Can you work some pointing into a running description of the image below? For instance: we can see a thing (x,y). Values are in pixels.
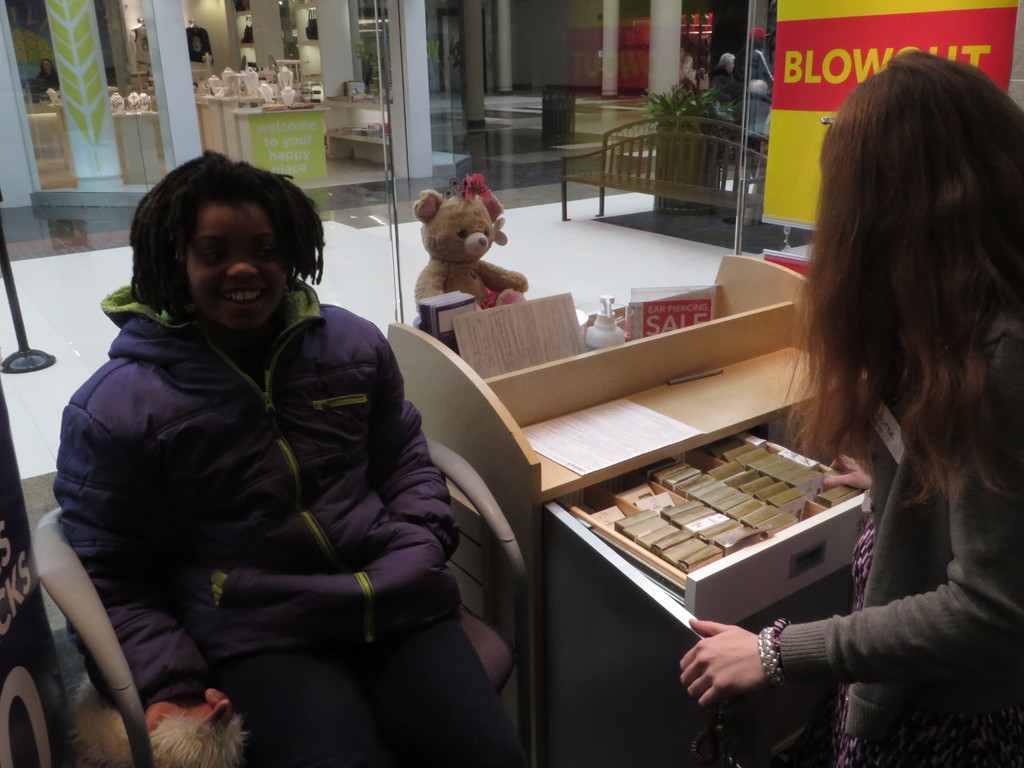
this picture shows a woman (76,496) seated with a smile on her face (239,316) and we see a woman (1003,754) standing.
